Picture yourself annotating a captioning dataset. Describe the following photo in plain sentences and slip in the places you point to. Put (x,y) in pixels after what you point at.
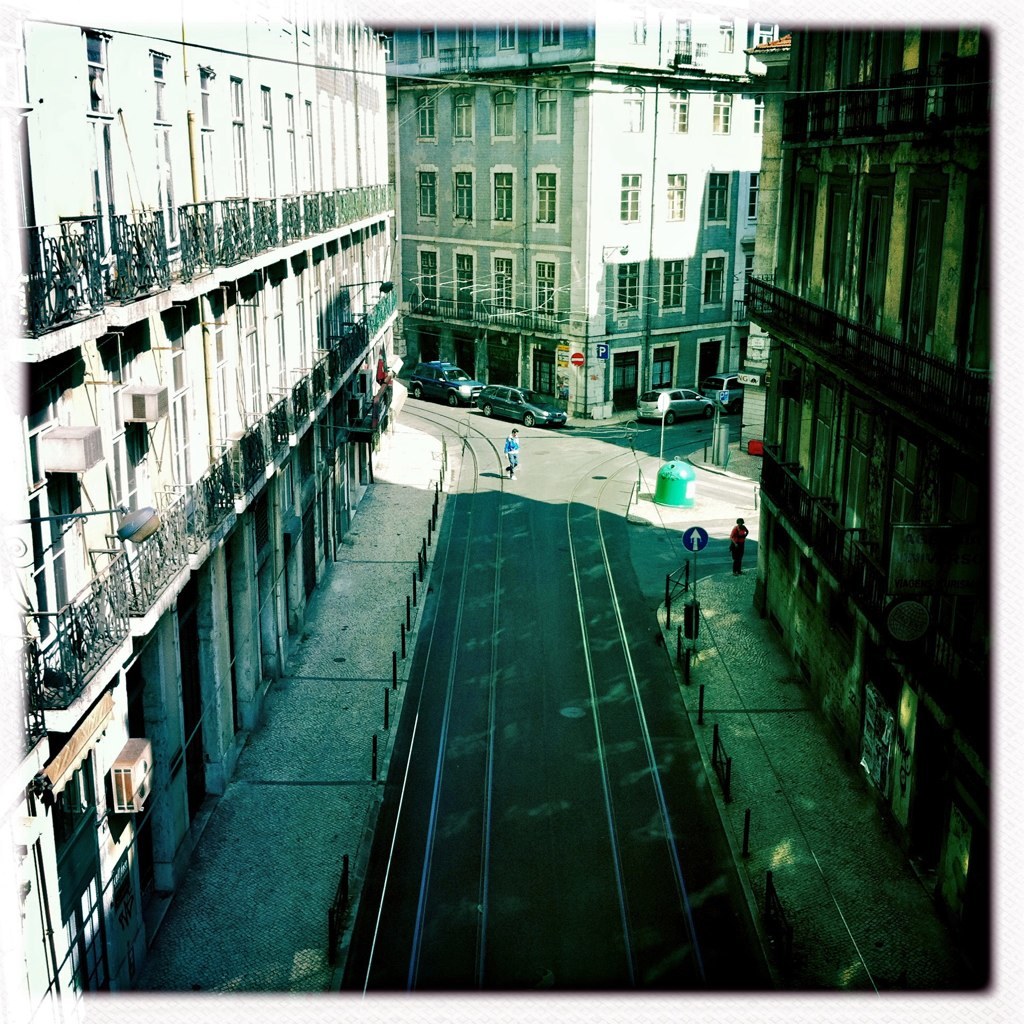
In this image there is a person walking on the road (490,533) and there is another person (738,555) walking on the pavement (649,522) and there are a few cars (452,403) parked on the road (621,436), on the road (610,425) there are sign boards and lamp posts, besides the roads (527,526) there are buildings (668,235) with metal balconies (345,194).
